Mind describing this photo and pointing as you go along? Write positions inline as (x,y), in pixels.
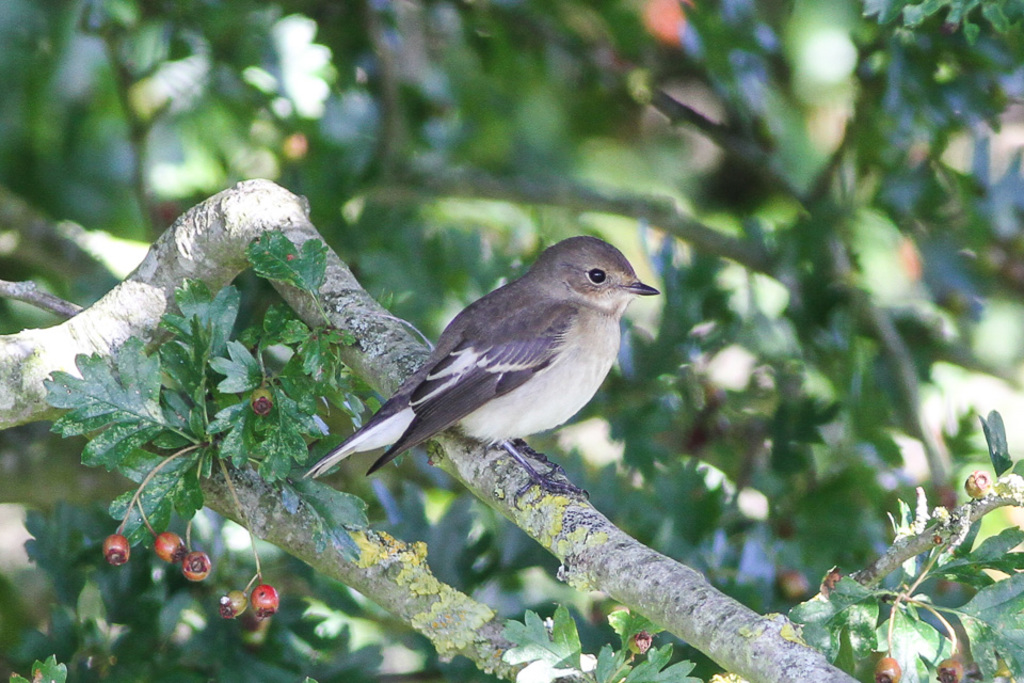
In the picture I can see a bird (499,379) on the branch (473,486) of a tree (308,487). In the background (552,145), I can see the trees (520,117).
